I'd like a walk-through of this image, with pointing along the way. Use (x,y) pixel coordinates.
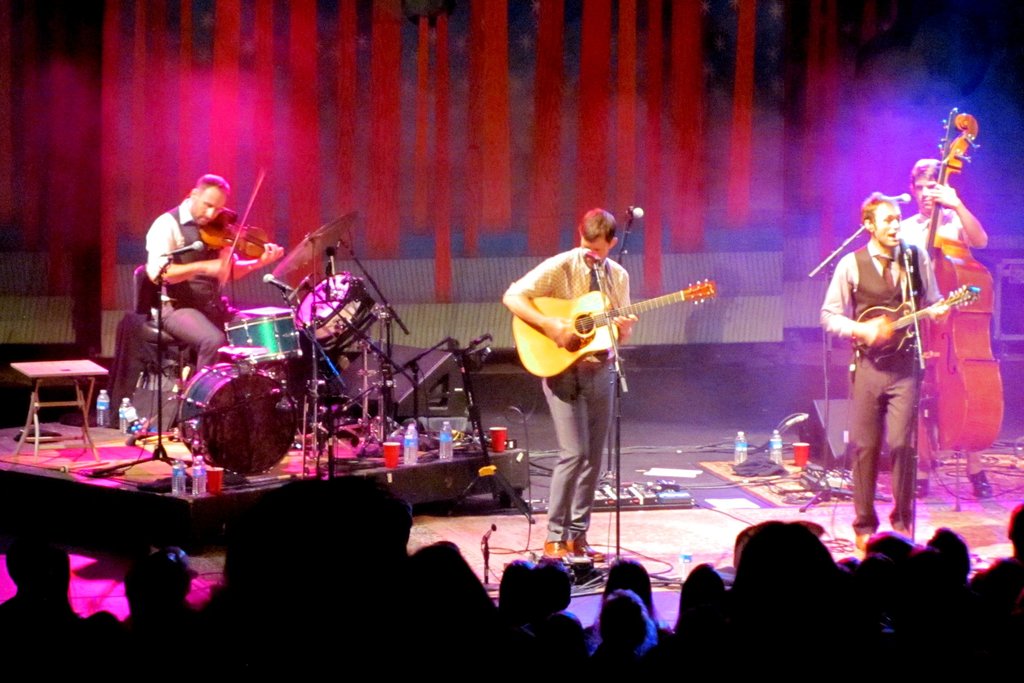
In this image there are group of persons (167,322) who are playing musical instruments (898,318) and at the bottom of the image (451,576) there are spectators (694,569) and at the background of the image (650,221) there is a red color sheet (202,96).
